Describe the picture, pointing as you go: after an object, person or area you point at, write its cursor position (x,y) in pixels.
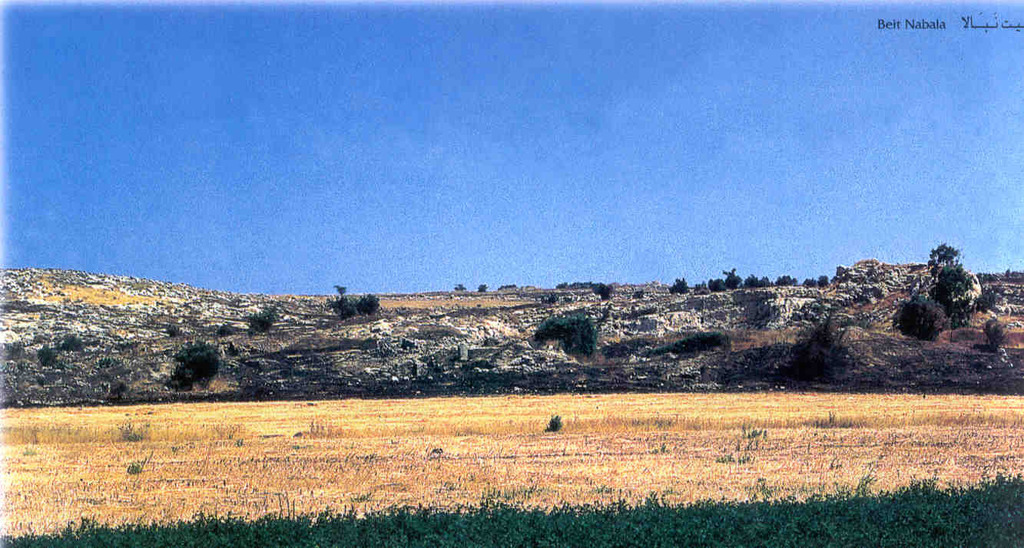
In this picture we can see some greenery (675,512) at the bottom of the picture (824,527). We can see a dry grass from left to right. There are a few trees (936,271) and other objects (223,298) are visible in the background (644,320). Sky (662,236) is blue in color. We can see some text (888,21) in the top right (923,21).
